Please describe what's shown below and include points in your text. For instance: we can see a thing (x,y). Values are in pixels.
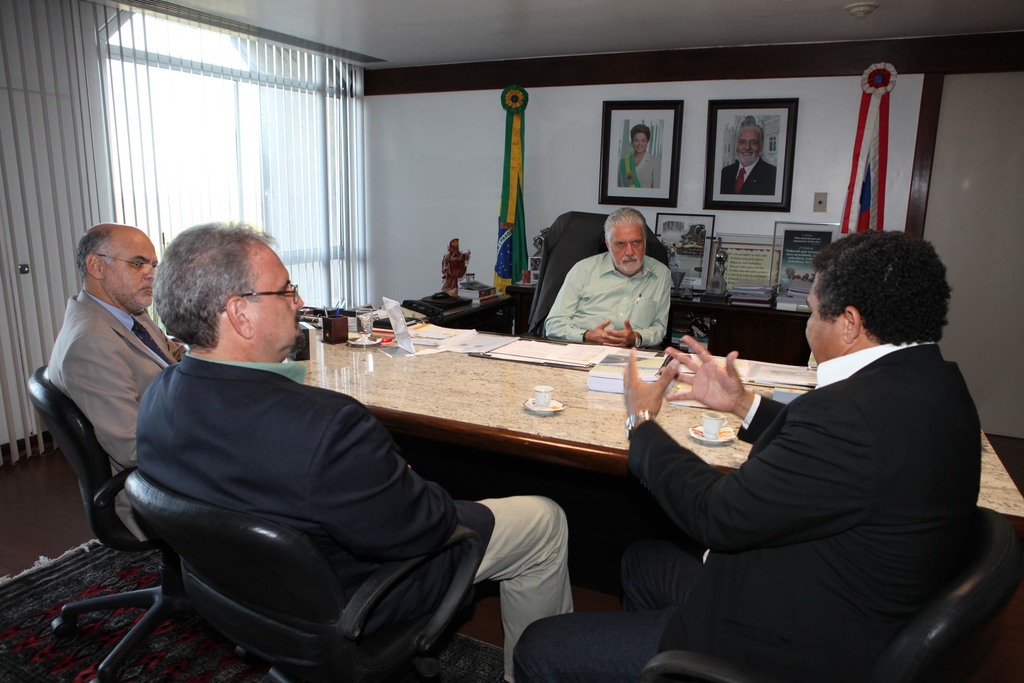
This image is inside the room (472,612). There are four people (428,500) sitting on the chairs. There are papers (516,341), books (608,368), cups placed on the top of the table (502,384). In the background of the image (761,148) we can see photo frames (712,135) attached to the wall (696,135). These are the window blinds (195,125).
